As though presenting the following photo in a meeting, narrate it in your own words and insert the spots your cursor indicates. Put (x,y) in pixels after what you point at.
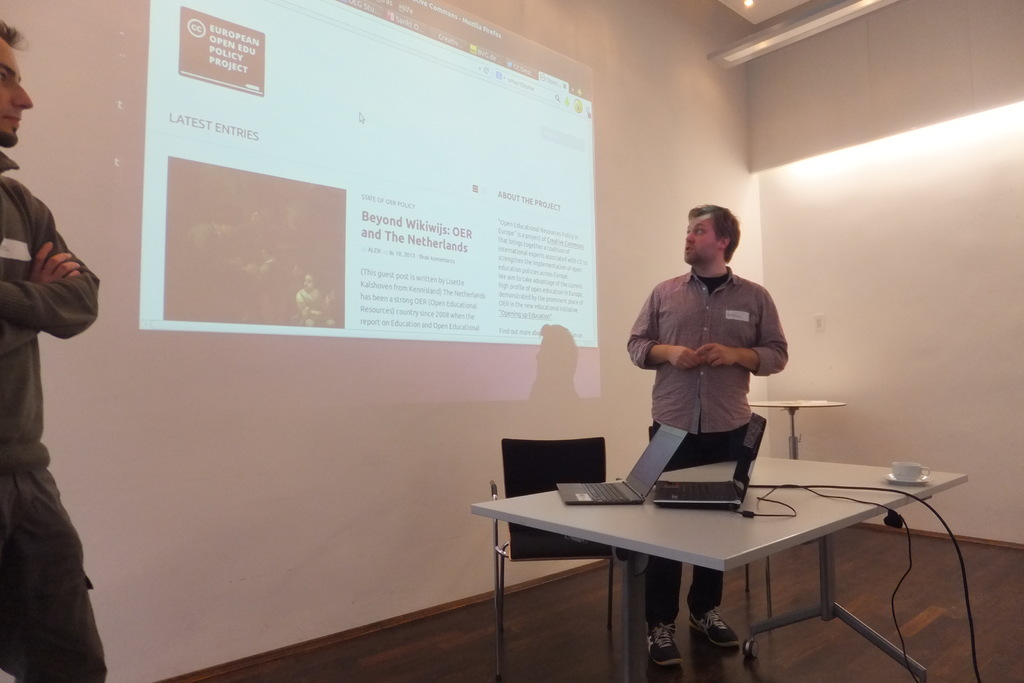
In this picture there are two men (655,312) who are standing. There are two laptops (714,491), wire (829,487), cup (901,473), saucer (890,481) on the table (690,546). There is a chair (520,479). There is a light (743,49) and a screen (360,188).
